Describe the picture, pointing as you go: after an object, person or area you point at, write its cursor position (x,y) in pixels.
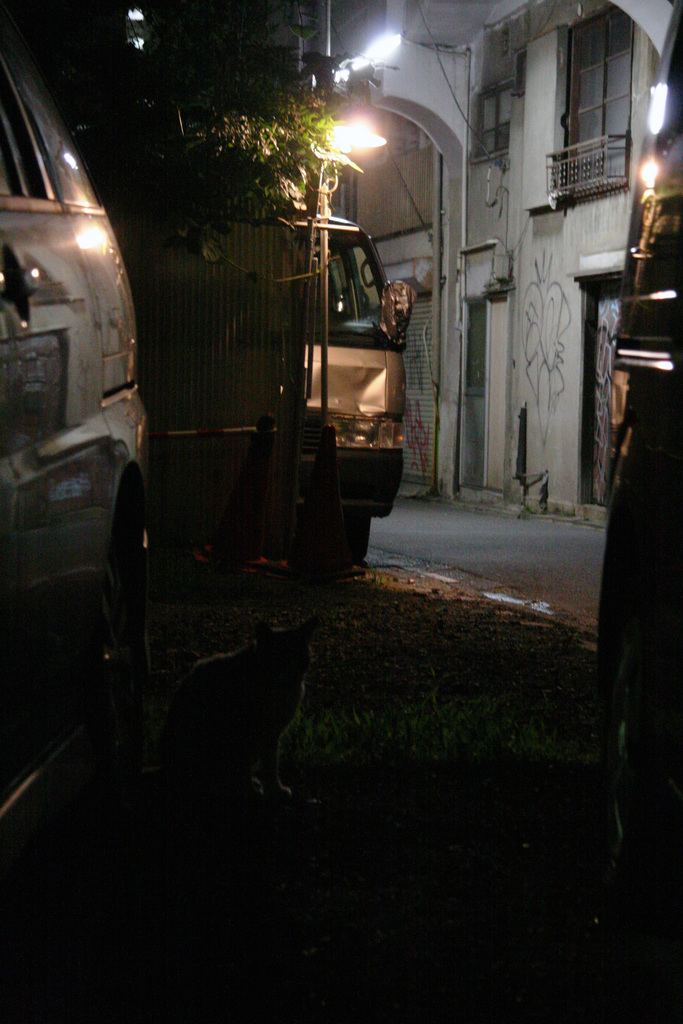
In the center of the image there is a cat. At the bottom of the image (361,891) there is grass (396,891). At the right side of the image (617,822) there is a car (632,313). At the left side of the image (25,131) there is a car (90,576). At the background of the image (548,20) there is a building (441,392) and there is a street light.
